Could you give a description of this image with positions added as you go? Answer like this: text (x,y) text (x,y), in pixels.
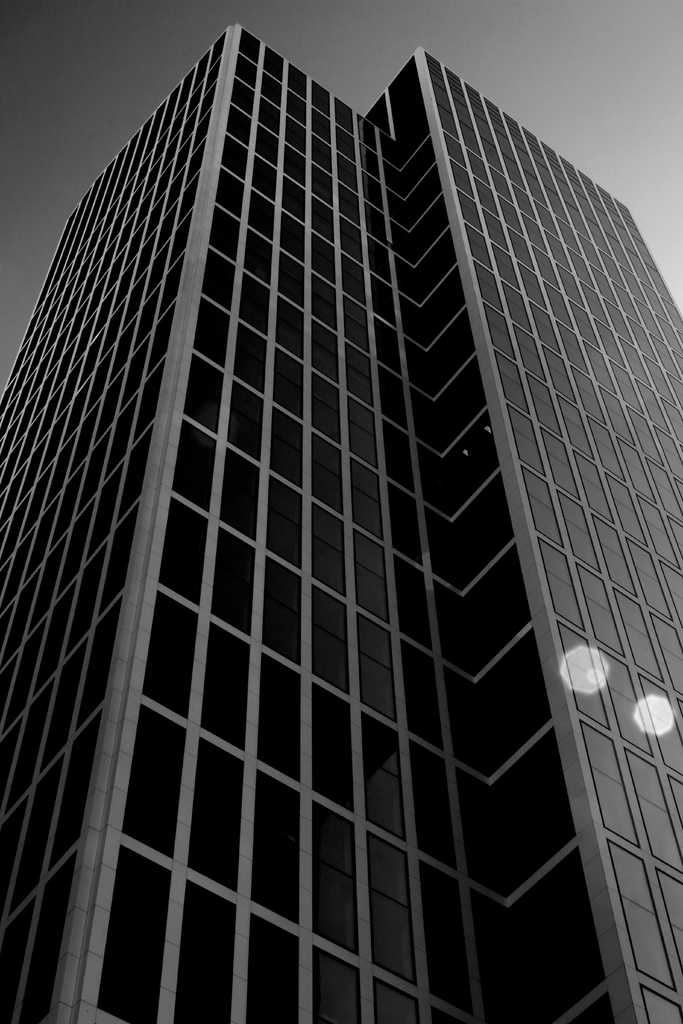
This is a black and white image. This picture is taken from outside of the building (557,267), at the top (538,83), we can see a sky (669,72).
